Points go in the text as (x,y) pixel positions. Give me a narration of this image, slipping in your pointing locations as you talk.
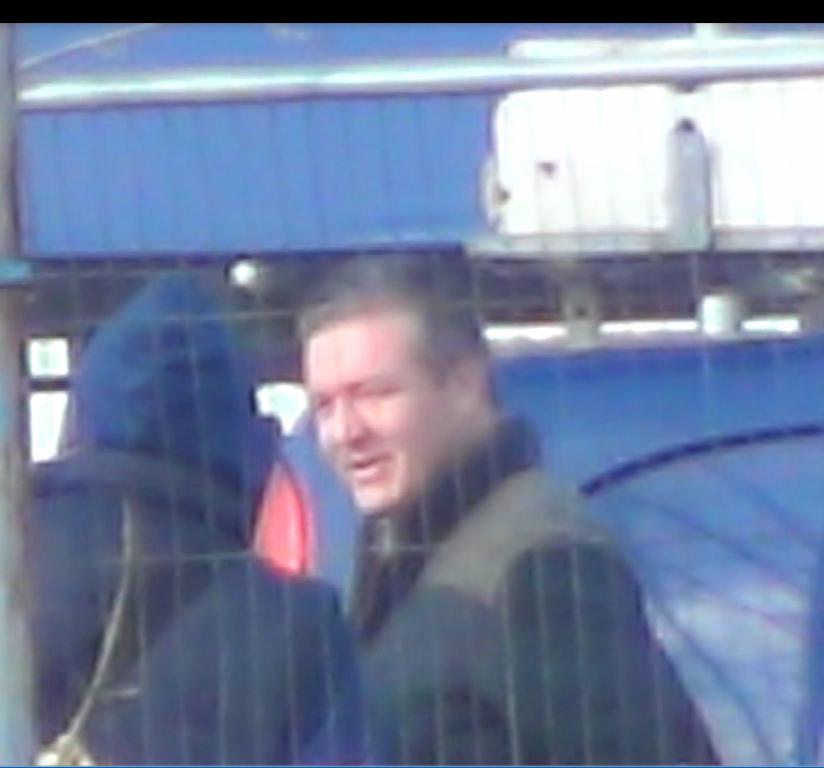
In this image there are two persons (549,527) standing in front of the metal shed (223,143).
